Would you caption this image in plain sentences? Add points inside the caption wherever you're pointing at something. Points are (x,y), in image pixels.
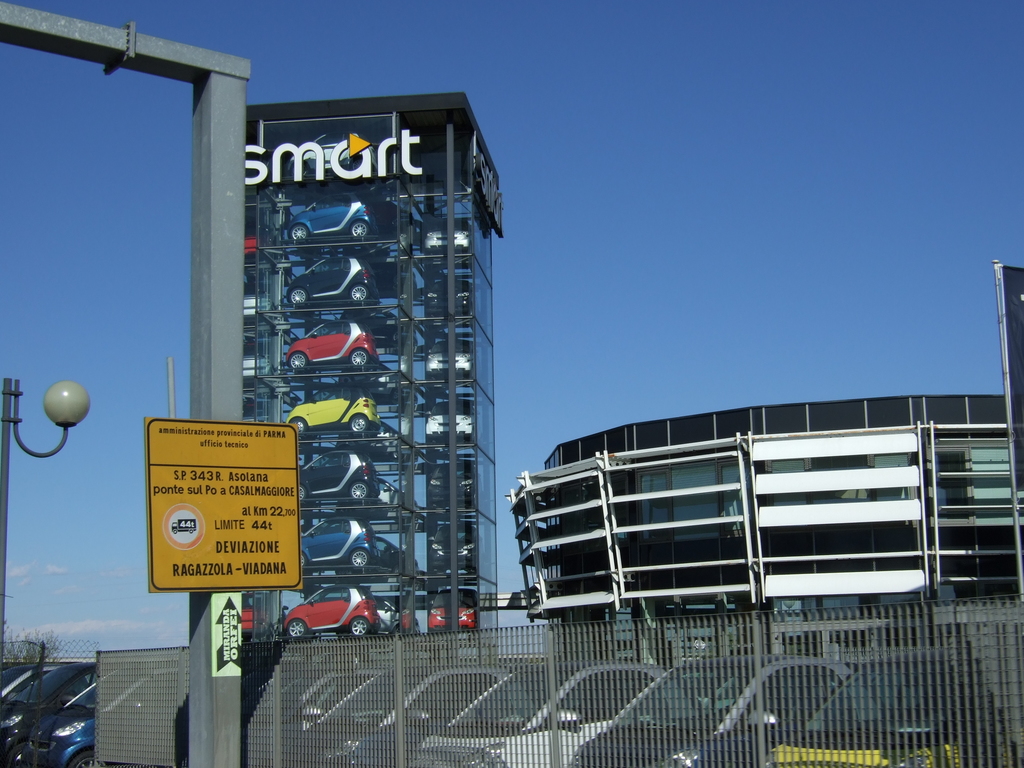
In this picture we can see a name board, poles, fence (336,689), beside the fence (316,686) we can see vehicles (308,690), buildings (710,462) and we can see sky (842,385) in the background (865,301).
